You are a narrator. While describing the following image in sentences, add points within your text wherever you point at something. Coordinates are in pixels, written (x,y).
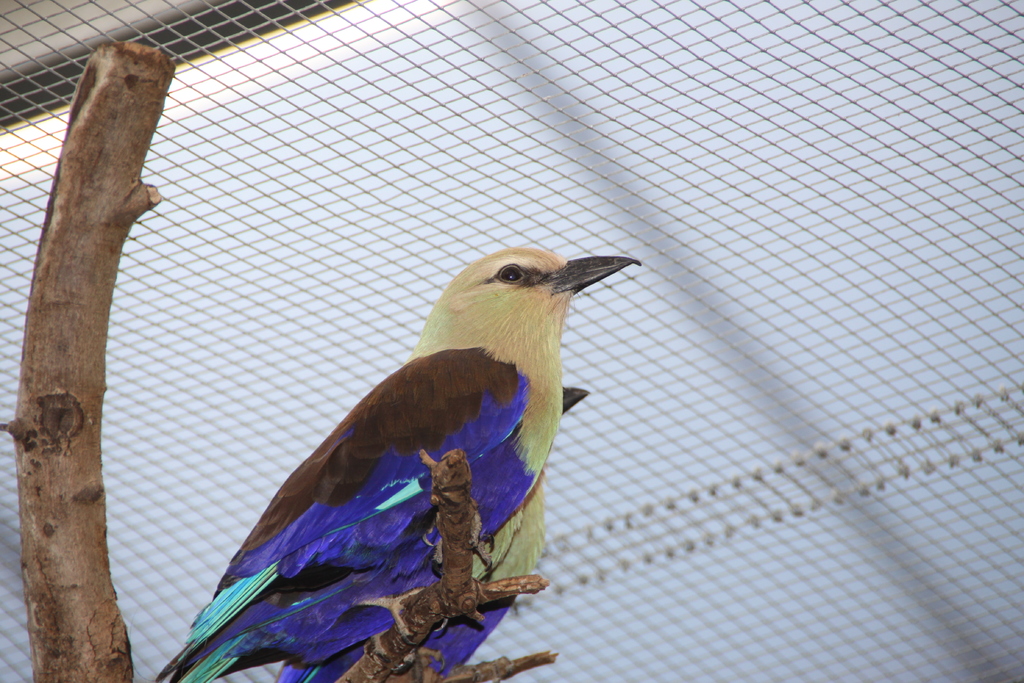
In this image I can see a bird (349,449) visible on the branch (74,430) of tree (41,529) and I can see a fence (369,172) in the background (587,160).
